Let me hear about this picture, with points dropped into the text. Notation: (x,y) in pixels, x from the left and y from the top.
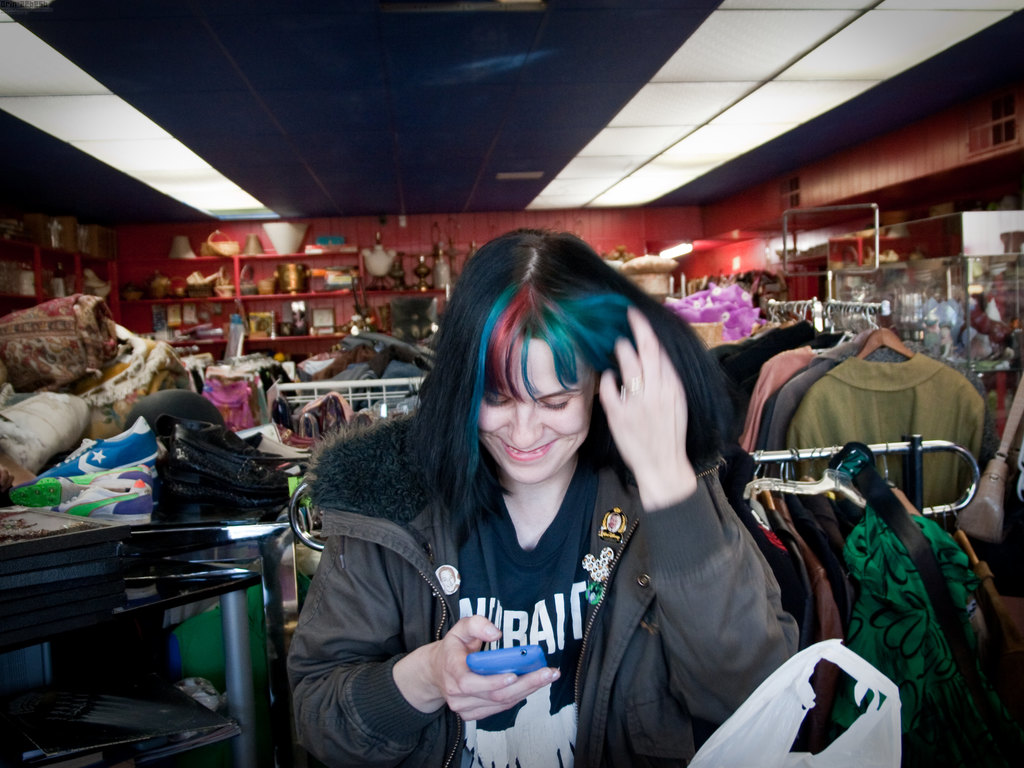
In this picture in the front (571,586) there is a woman (568,616) standing and smiling, holding a mobile phone (485,662) in her hand (473,685). In the background (884,398) there are clothes (918,401), there are objects (270,320) which are white and brown in colour and on the left side (179,570) there is a stand (190,587). On the stand (192,519) there are objects (210,468) which are black and blue in colour. On the top (745,93) there are lights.
